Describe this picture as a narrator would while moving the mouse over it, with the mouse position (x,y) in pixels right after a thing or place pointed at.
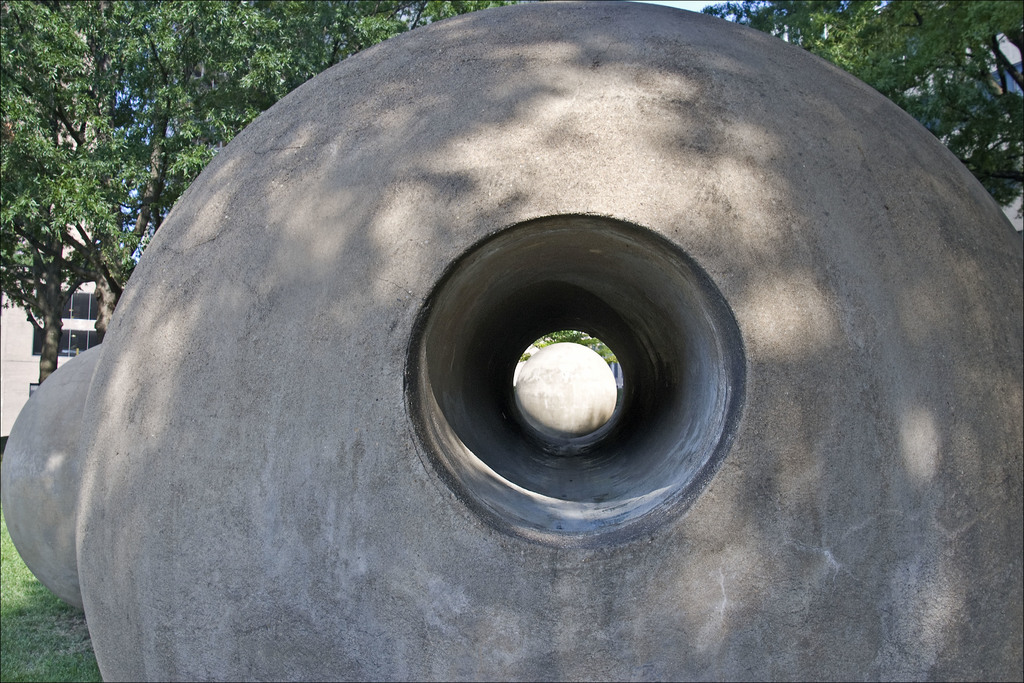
In the center of the image (638,386) we can see a few round shape solid structures (636,315). In the background (256,54), we can see trees (246,63), one building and grass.
